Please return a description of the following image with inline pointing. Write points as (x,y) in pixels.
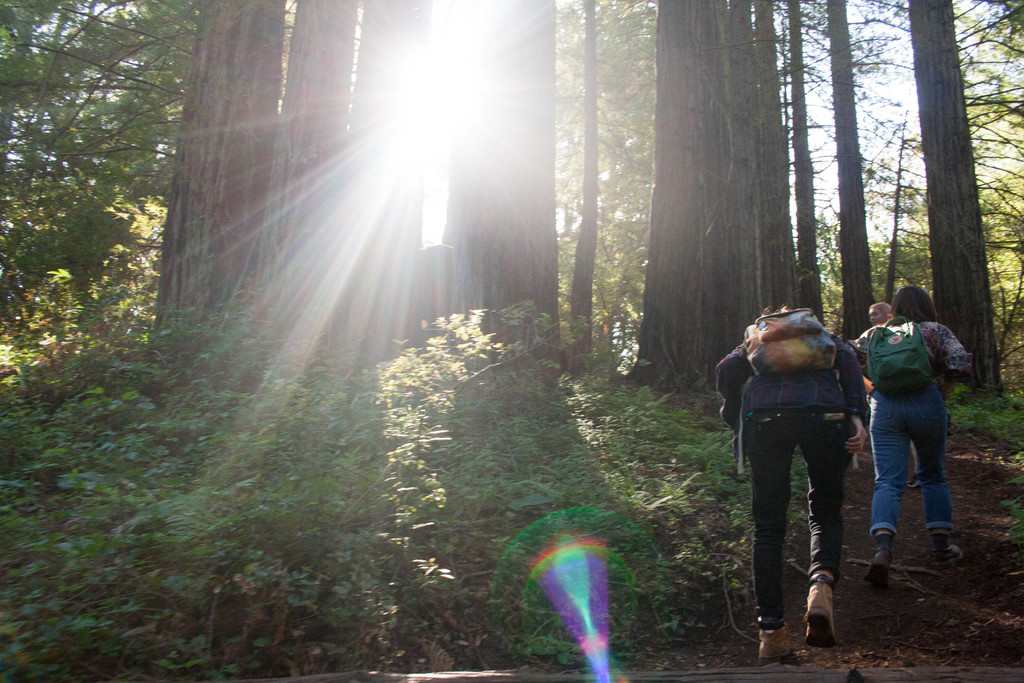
On the right (823,324) we can see people (925,458) climbing. In the foreground (438,398) there are plants (512,408). In the middle of the picture (537,302) there are trees (684,9). In the background (887,84) we can see sun (450,73) shining in the sky (452,53).
